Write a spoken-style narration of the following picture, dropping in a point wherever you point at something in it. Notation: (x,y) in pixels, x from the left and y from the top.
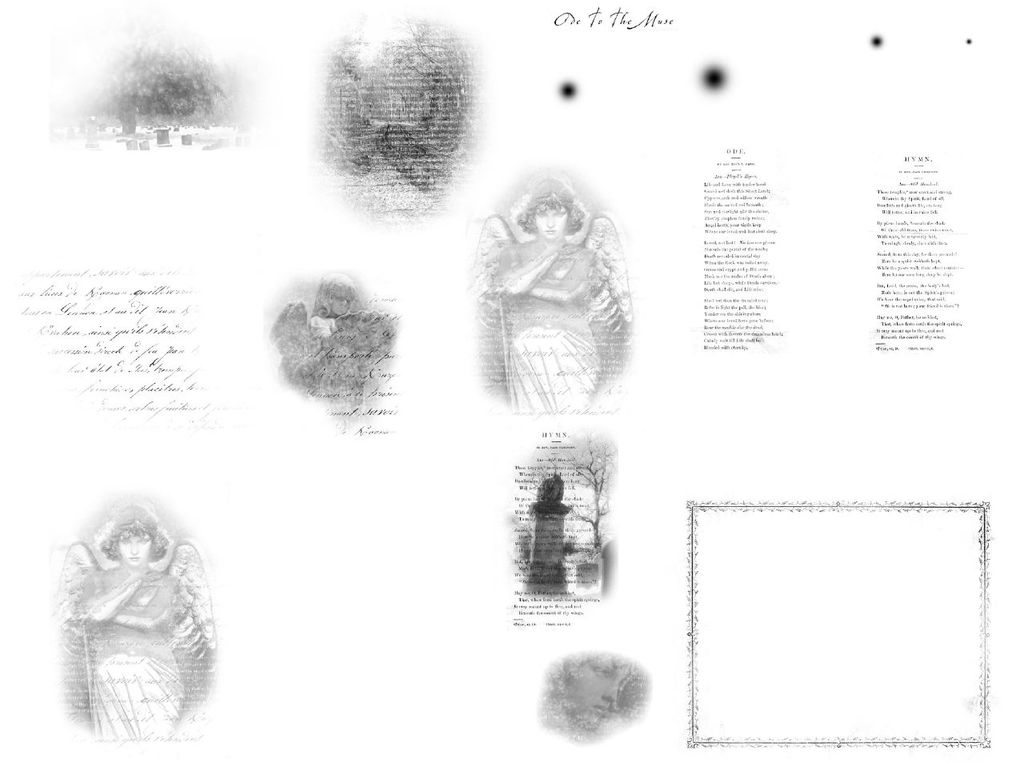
In this image I can see few pictures (633,700) and I can see something written on the image.
